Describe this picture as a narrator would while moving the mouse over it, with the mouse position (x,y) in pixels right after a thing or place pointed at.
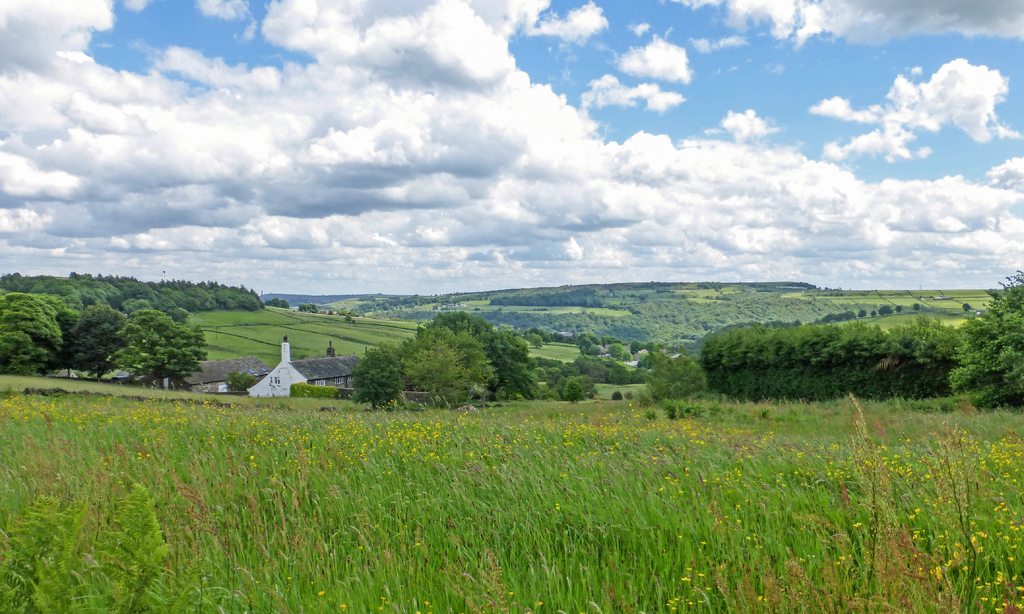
In this image we can see the houses (287,377) and plants (650,494) with flowers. And there are trees (687,363), grass (260,324) and cloudy sky (608,195) in the background (638,123).
